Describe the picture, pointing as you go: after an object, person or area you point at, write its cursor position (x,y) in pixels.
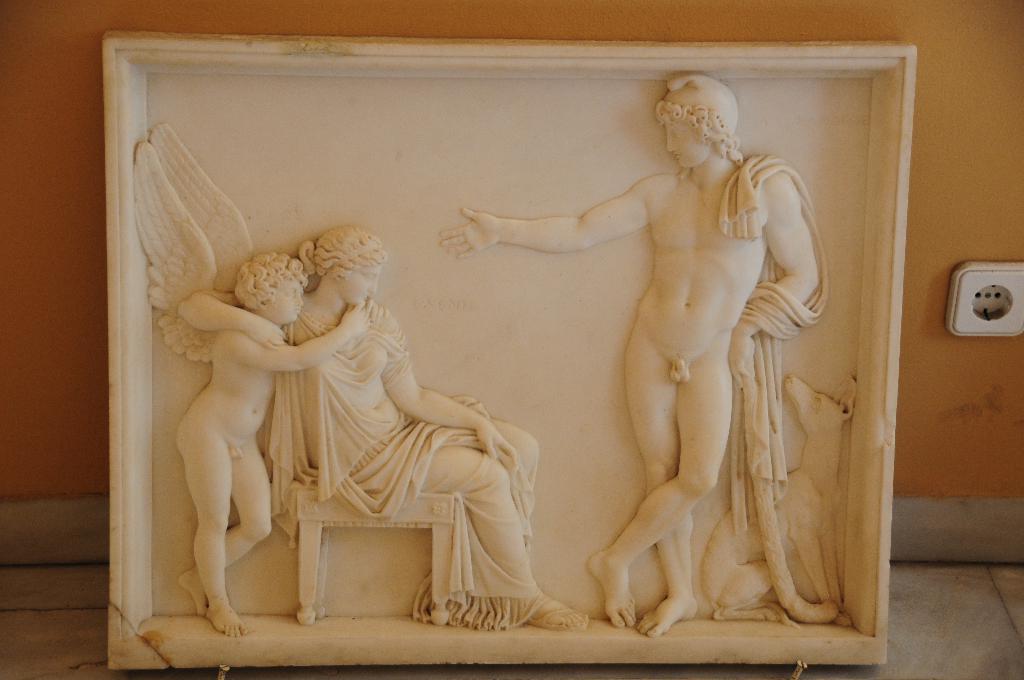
In this image, I can see the sculptures (702,469). This is a person (685,345) standing. I think there is an animal (757,596) sitting. I can see the woman (381,425) sitting on the stool (366,516). Here is a boy (219,416) standing. These are the wings (193,249). This looks like a frame (264,635). In the background (933,27), I can see the wall (535,21). On the right side of the image (959,327), I can see an object (993,309), which is attached to the wall (950,244). At the bottom of the image (908,609), I can see the floor (69,628).
